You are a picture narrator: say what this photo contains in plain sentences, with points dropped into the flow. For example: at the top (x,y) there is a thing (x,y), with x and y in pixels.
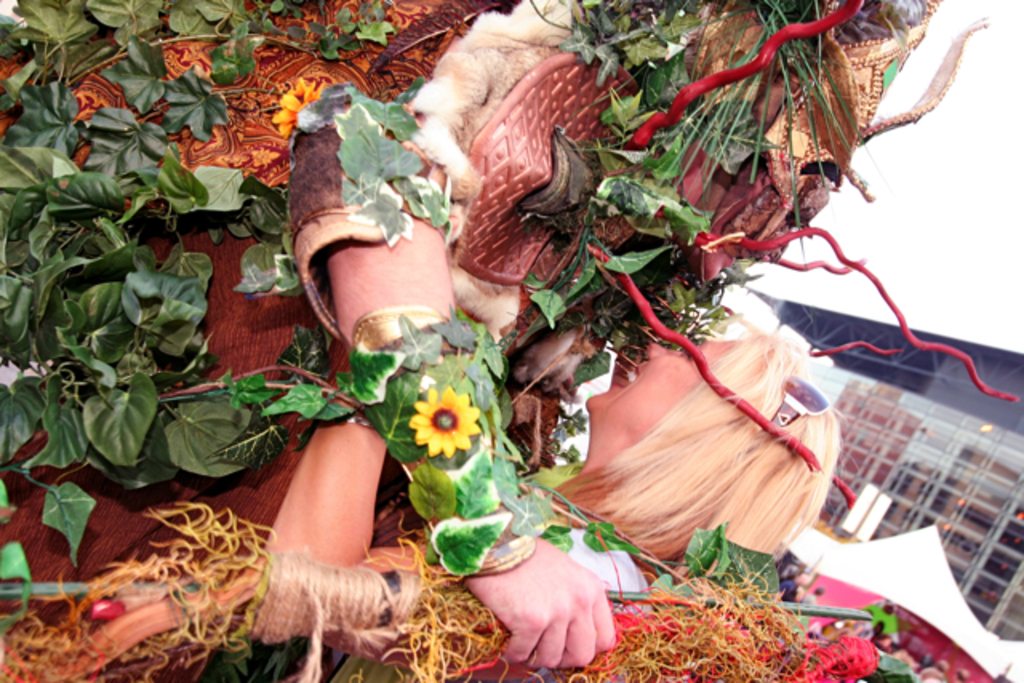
In this picture I can see a person (589,370) in a fancy dress (674,303), is holding another person (716,365), and there is a building (963,443) and the sky (931,200).
